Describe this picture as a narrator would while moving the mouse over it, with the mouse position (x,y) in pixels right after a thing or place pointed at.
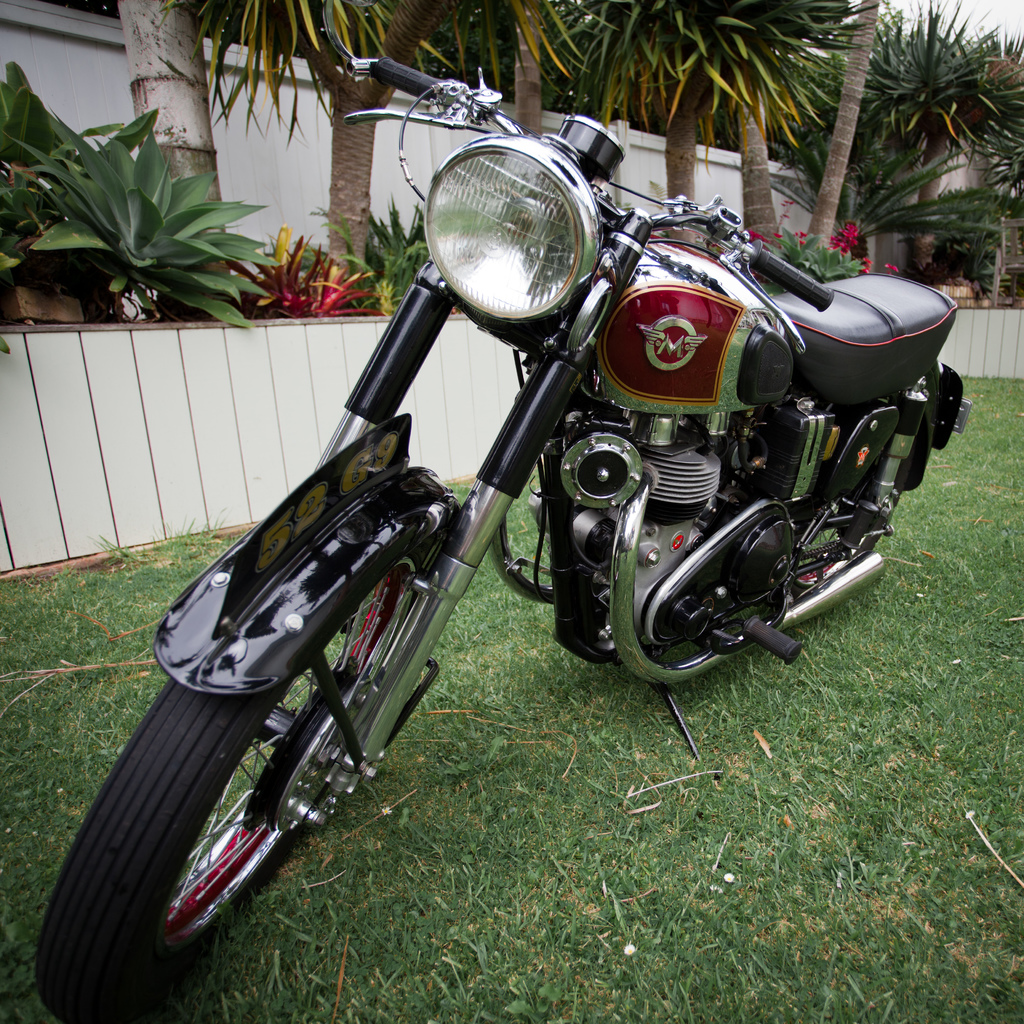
In the picture we can see the bike (232,841) is parked on the grass surface (911,737) beside it, we can see some plants (119,275) and trees (475,7).
